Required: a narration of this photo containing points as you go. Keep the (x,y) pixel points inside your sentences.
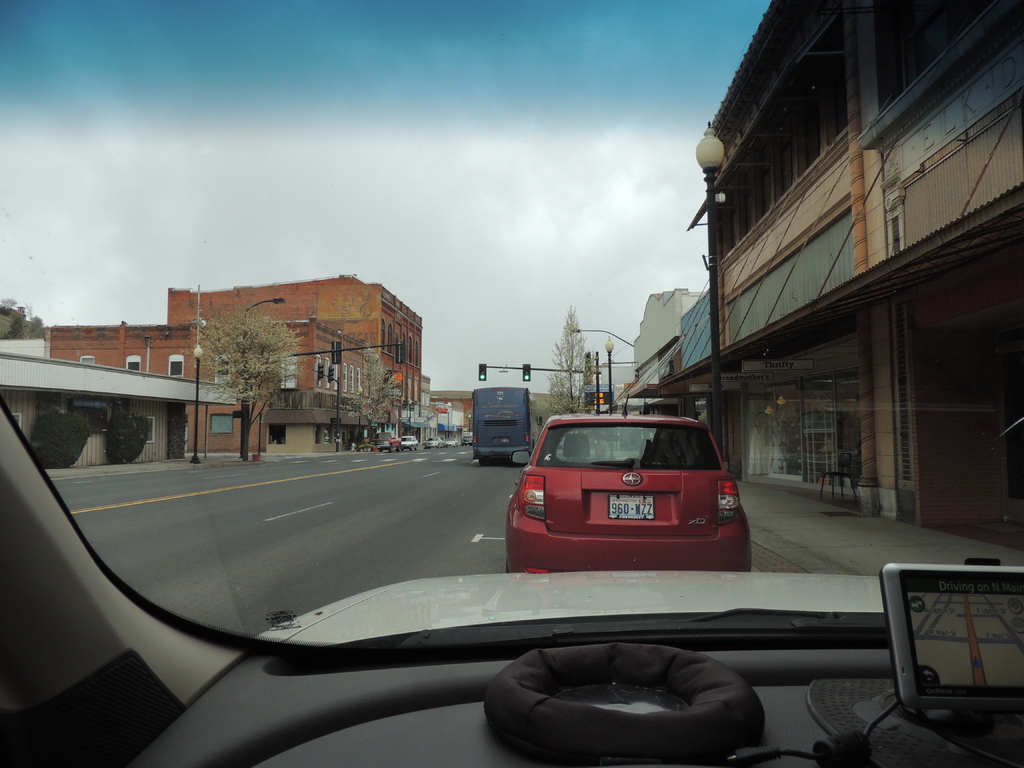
In this image we can see road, cars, bus (501,418), buildings (779,205), street light (714,189), trees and plants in front of the building (390,358) and sky (506,207) in the background (524,211).
